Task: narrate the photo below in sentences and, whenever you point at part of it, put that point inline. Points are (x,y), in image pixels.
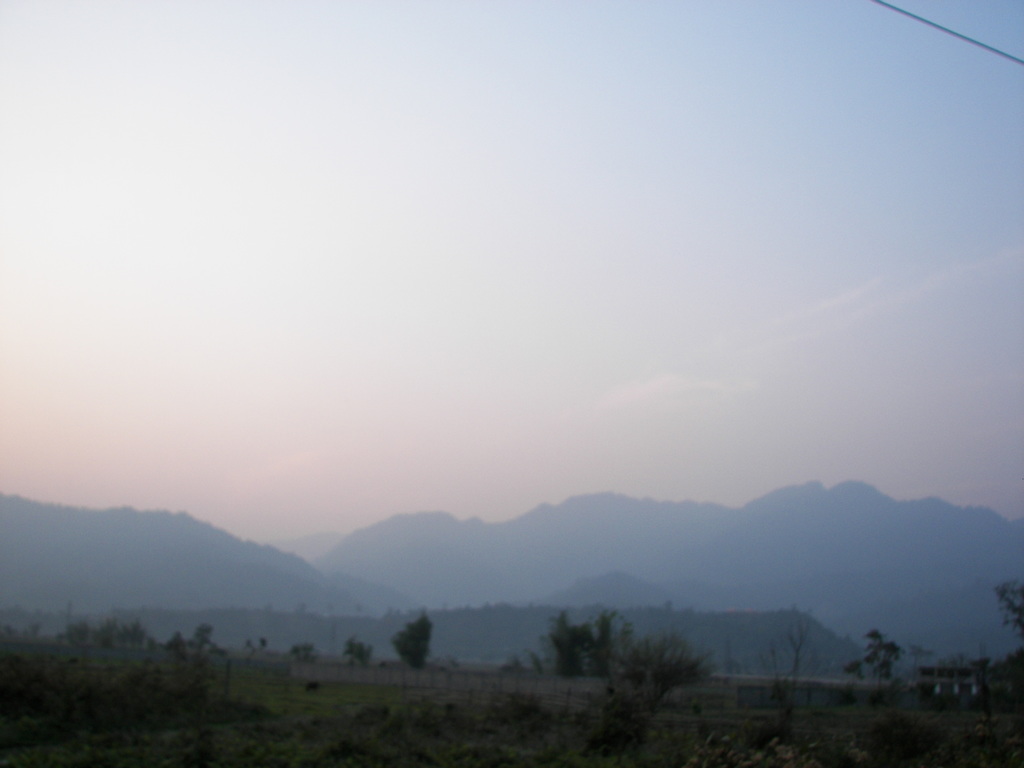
In this image we can see the plants (609,651) and trees (638,668). And we can see the hills (553,541) and at the top (567,215) we can see the sky (480,276).
